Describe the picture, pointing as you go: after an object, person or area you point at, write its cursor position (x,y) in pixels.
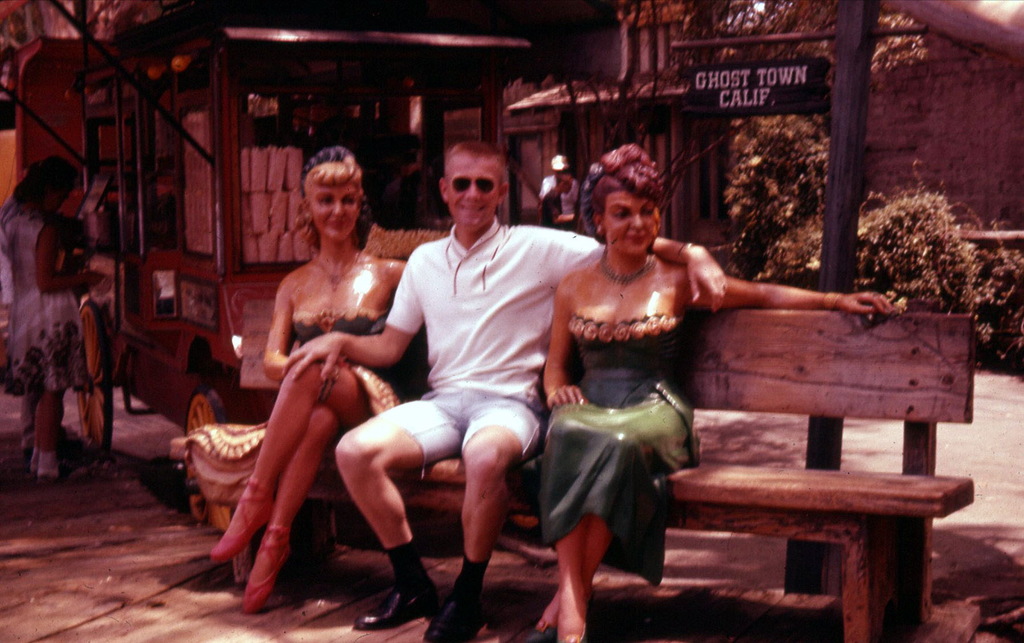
This is a picture taken in the outdoor. The man (479,333) in white t shirt (473,340) was sitting on a bench (454,481) in the middle (465,351) to the man (469,338) right and left side there are statues (559,350). Background of the man (537,257) is a street pole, tree (742,165) and a building (926,126).
